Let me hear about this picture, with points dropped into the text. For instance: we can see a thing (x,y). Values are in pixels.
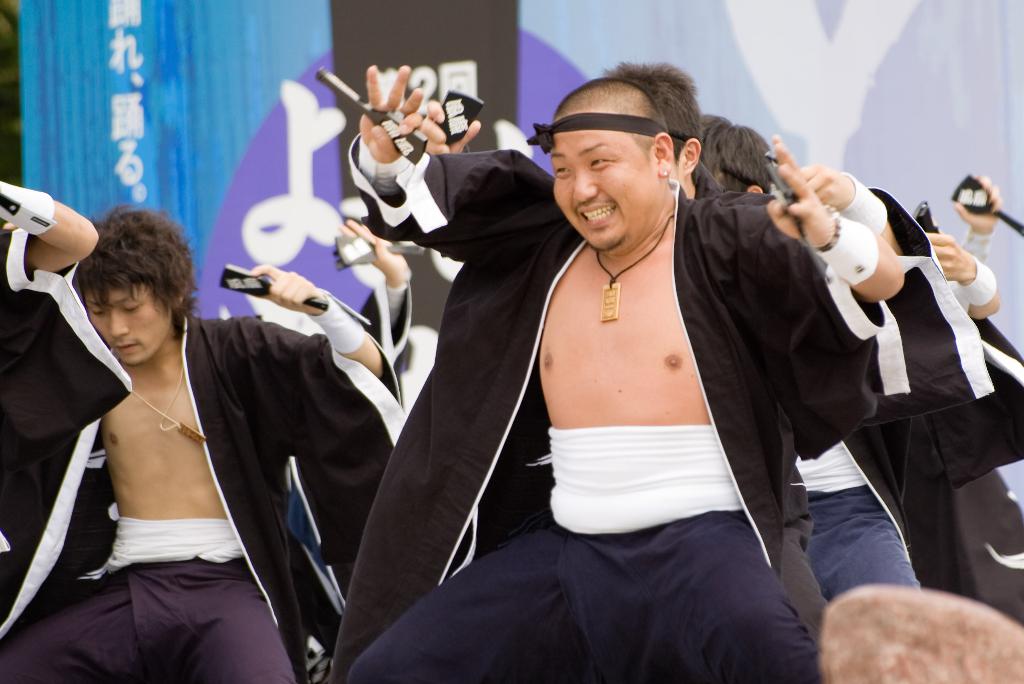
In this picture there are group of people (493,330) holding the objects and dancing. At the back (297,168) there is a board (656,6) and there is text (328,203) on the board (490,115).
